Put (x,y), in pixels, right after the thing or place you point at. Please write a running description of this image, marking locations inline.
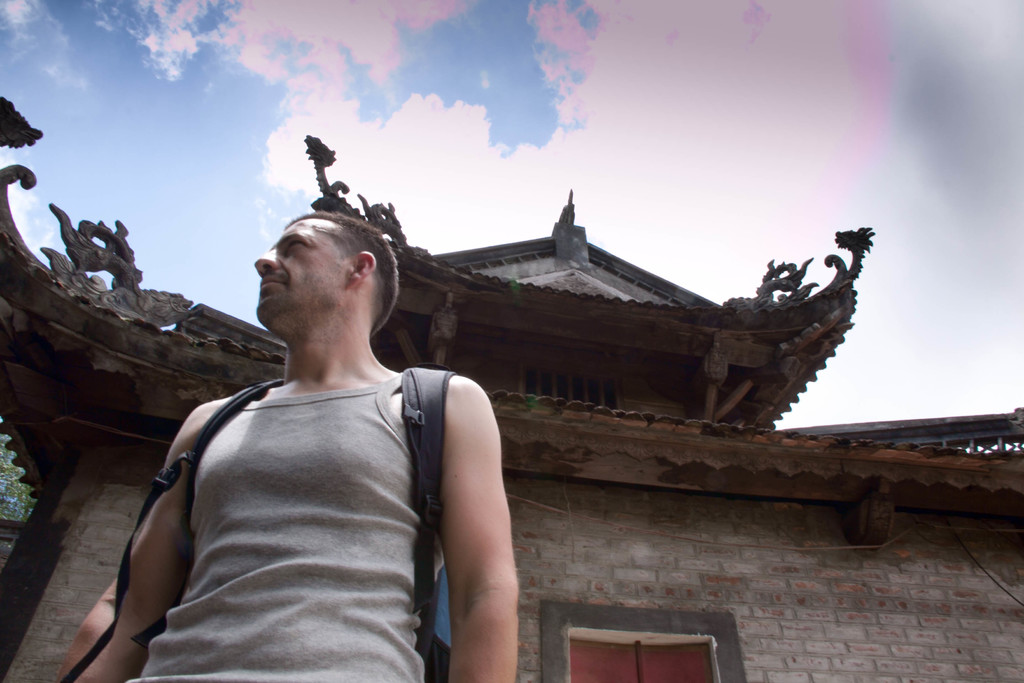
In this image we can see there is a person (335,505) wearing a bag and looking to the left side of the image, behind the person (398,571) there is a building (637,523). In the background (649,140) there is a sky (658,135).
